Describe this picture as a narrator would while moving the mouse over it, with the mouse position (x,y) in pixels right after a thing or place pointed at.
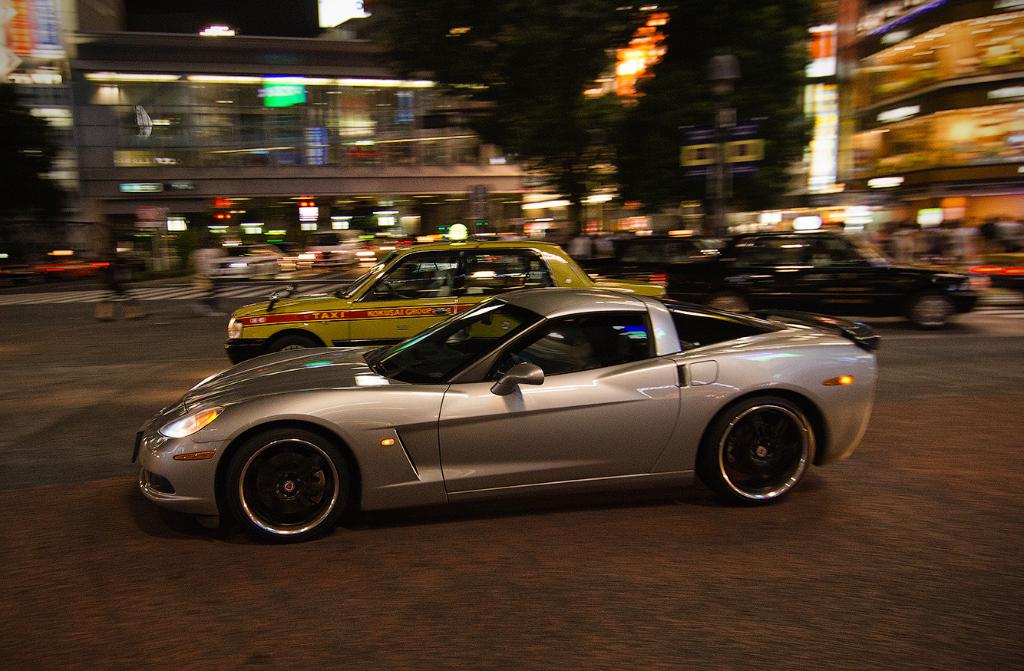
In this image we can see buildings (423,213), trees (759,81), cars (842,421) and we can also see the lights (312,221).
